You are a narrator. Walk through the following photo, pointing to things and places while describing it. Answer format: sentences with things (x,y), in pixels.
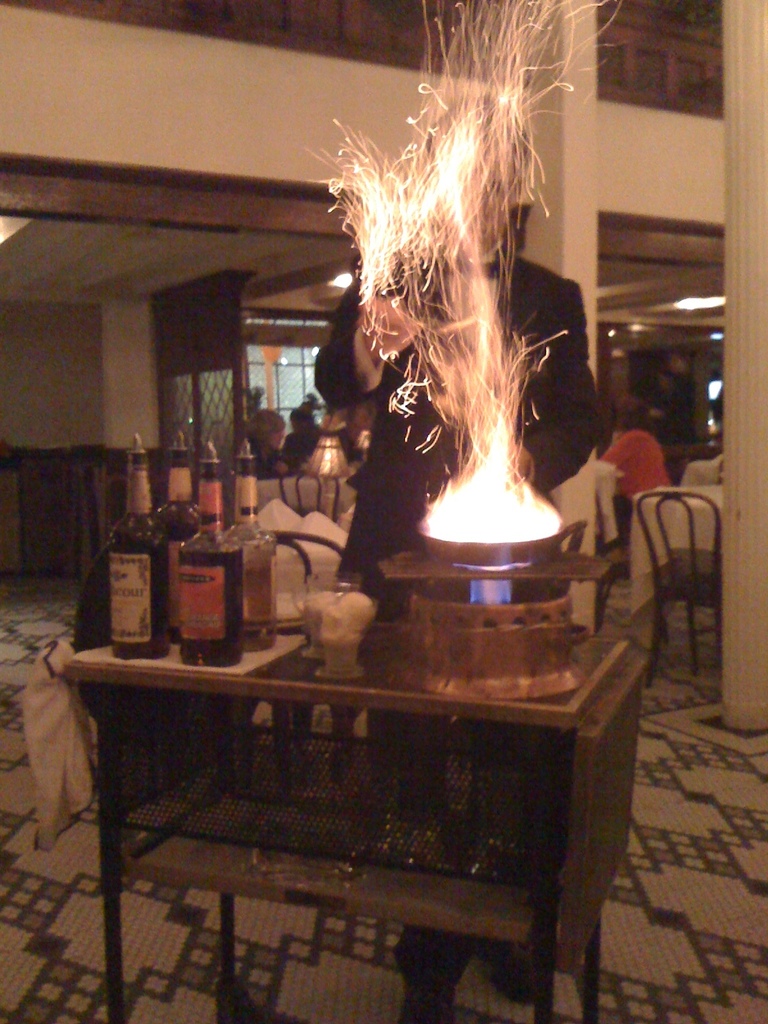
In this picture there is a table (347,694) on which some bottles (207,564) were placed along with a cooking stove (467,607). A guy (470,455) is cooking in front of this table (340,682). In the background (655,500) there are some tables (645,505) and chairs (638,502) here. We can observe a wall (136,365) and windows (255,377) here.
